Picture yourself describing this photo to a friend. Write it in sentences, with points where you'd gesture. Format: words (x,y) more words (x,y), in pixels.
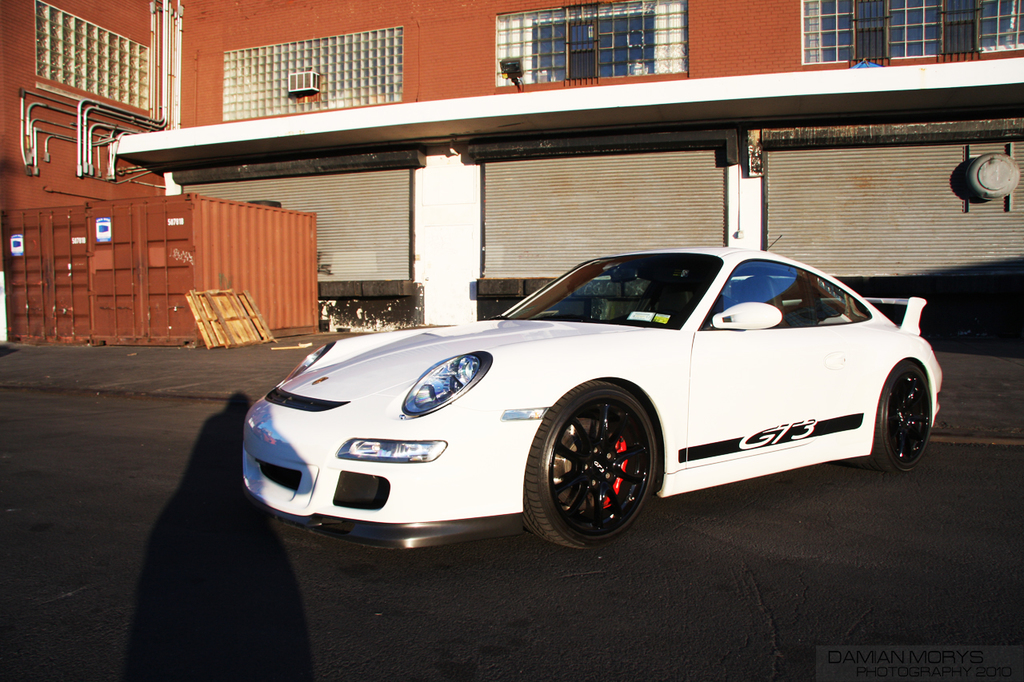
In this image I can see a car (520,394) which is white and black in color on the ground (711,503). In the background (130,301) I can see a brown colored container (167,296), a wooden object (206,310), few rolling shutters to the building (453,96), a building (417,96) which is white and brown in color, few pipes (169,104) and few windows (232,84) of the building (693,227).
